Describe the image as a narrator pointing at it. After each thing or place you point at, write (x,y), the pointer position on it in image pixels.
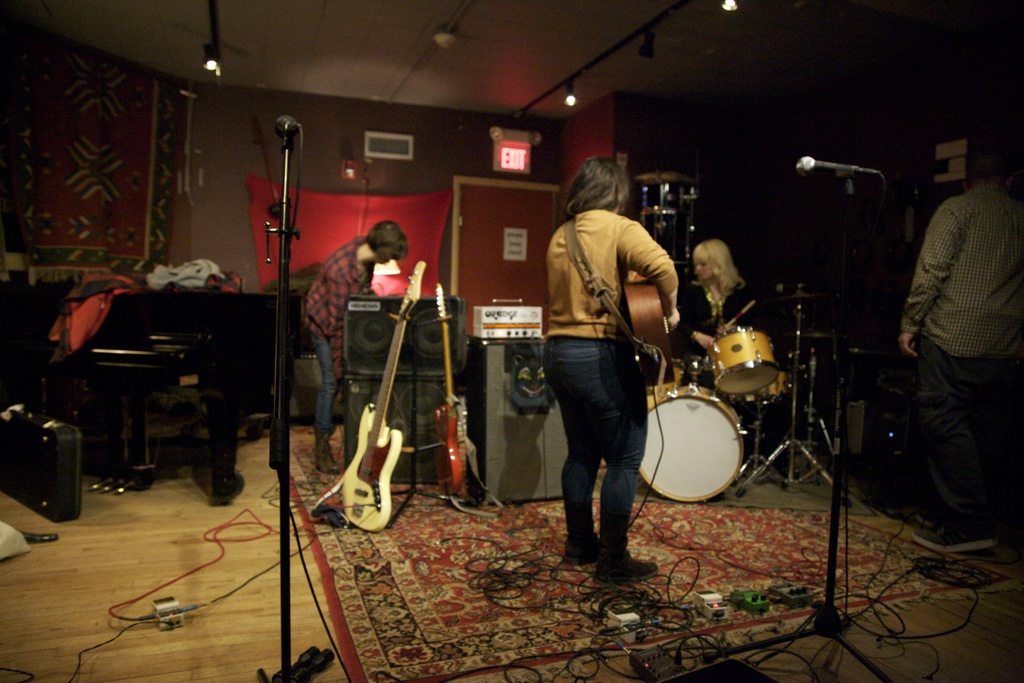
In the image we can see there is a person (608,321) who is standing and holding guitar (644,335) in their hand (671,318) and there is a woman (724,313) who is playing drums (728,406) and there is a man (948,330) standing here and there is a man (344,284) standing behind speakers (412,385).
